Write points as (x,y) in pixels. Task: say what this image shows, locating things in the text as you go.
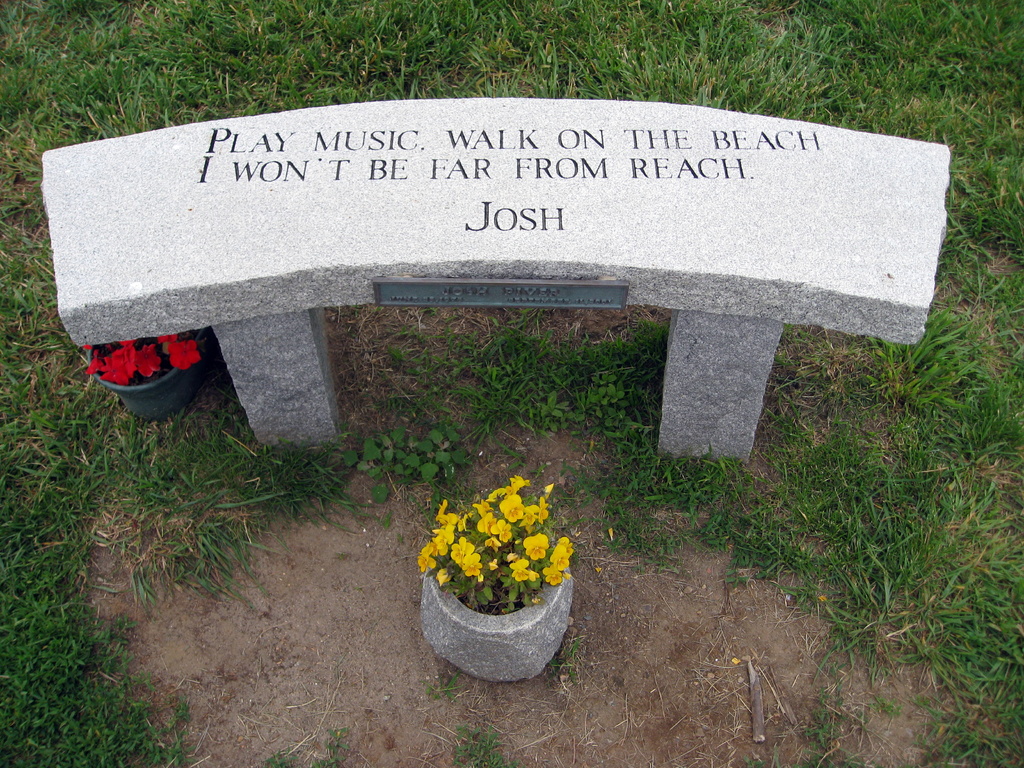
In this image there are two flower pots (452,553) and there is some text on the rock structure (365,259). There is some grass (78,94) on the surface (346,350).
